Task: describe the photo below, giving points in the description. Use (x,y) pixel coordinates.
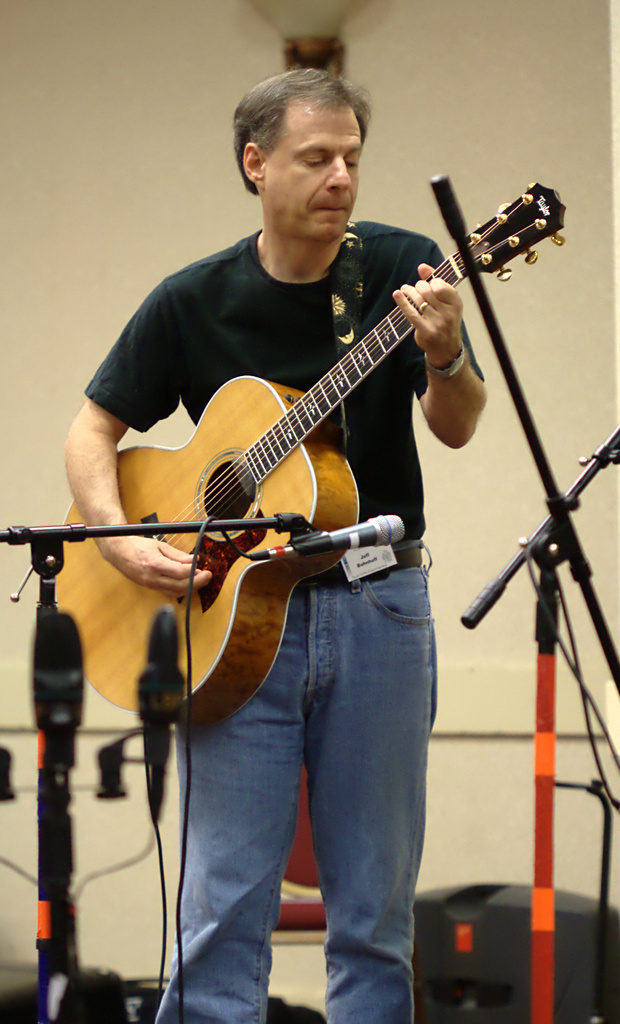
This is the picture of a person (358,837) who wore a black shirt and blue jeans (370,837) who is holding a guitar (215,411) and playing it in front of a mike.
